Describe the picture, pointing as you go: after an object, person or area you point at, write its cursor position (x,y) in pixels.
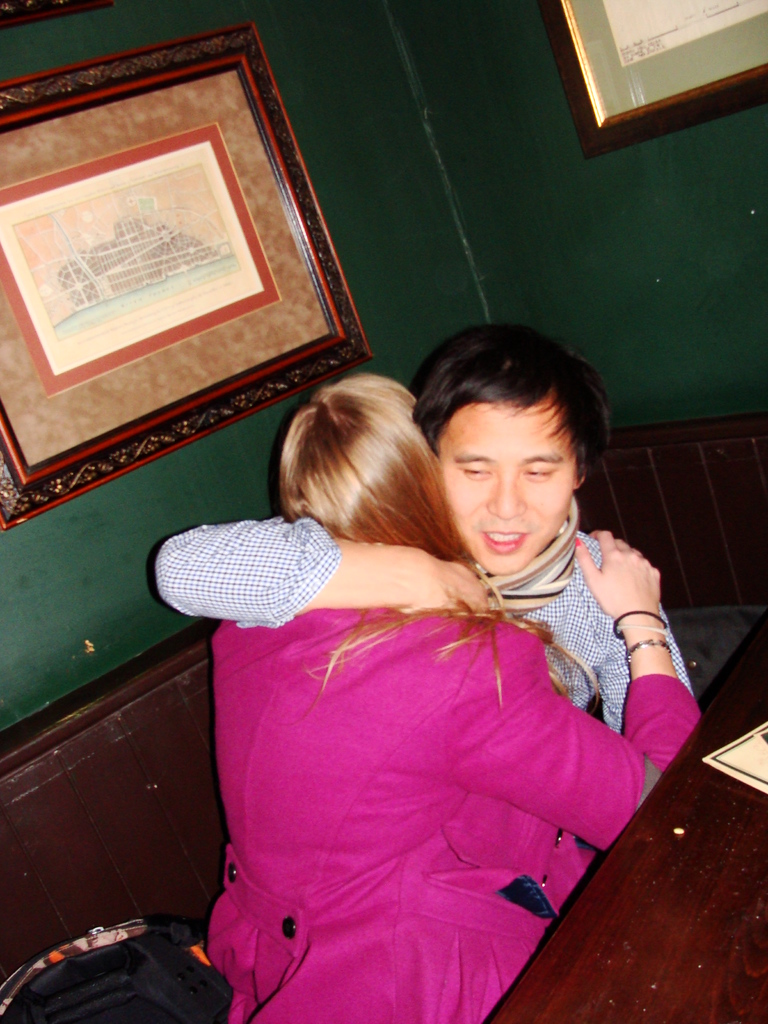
In this picture I see a woman (389,708) and a man (422,602) in front (486,691) and I see that both of them are hugging each other and I see that they are sitting and I see a table (727,844) in front of them. In the background (37,701) I see the wall (409,284) on which there are 2 photo frames (262,177) and I see a black color thing (144,965) on the left bottom of this image (81,980).
